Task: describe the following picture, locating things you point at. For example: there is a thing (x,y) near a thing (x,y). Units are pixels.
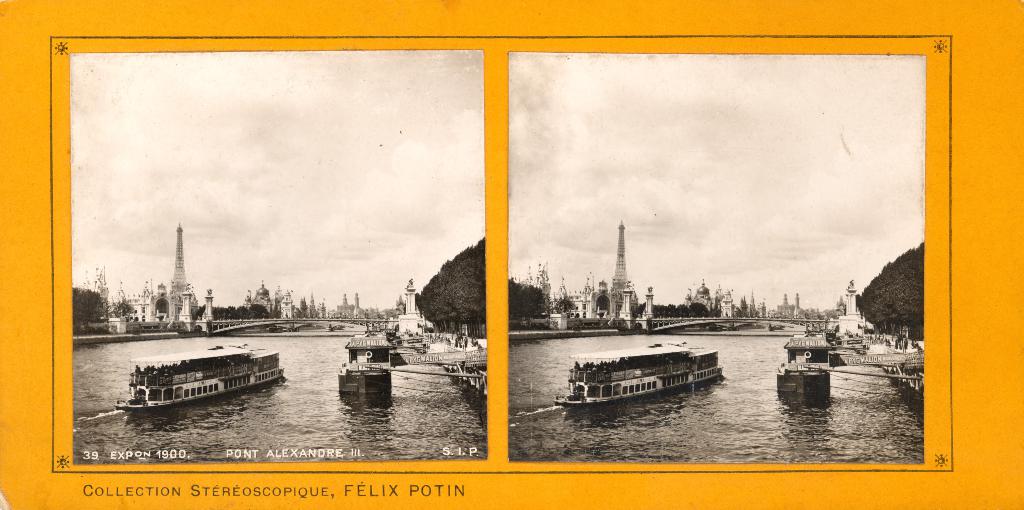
The picture is a collage of two images. This is a black and white picture. On the right (912,276) this is a picture of a city (651,317). In the picture there are ships (675,354), water body (749,354), bridge (842,312), trees (545,299), eiffel tower (616,280) and other objects (797,311). On the left (156,383) there are ships (199,370), water body (329,414), bridge (275,321), trees (221,310), buildings (173,291) and eiffel tower (178,264). At the bottom (333,452) there is text (170,487).
